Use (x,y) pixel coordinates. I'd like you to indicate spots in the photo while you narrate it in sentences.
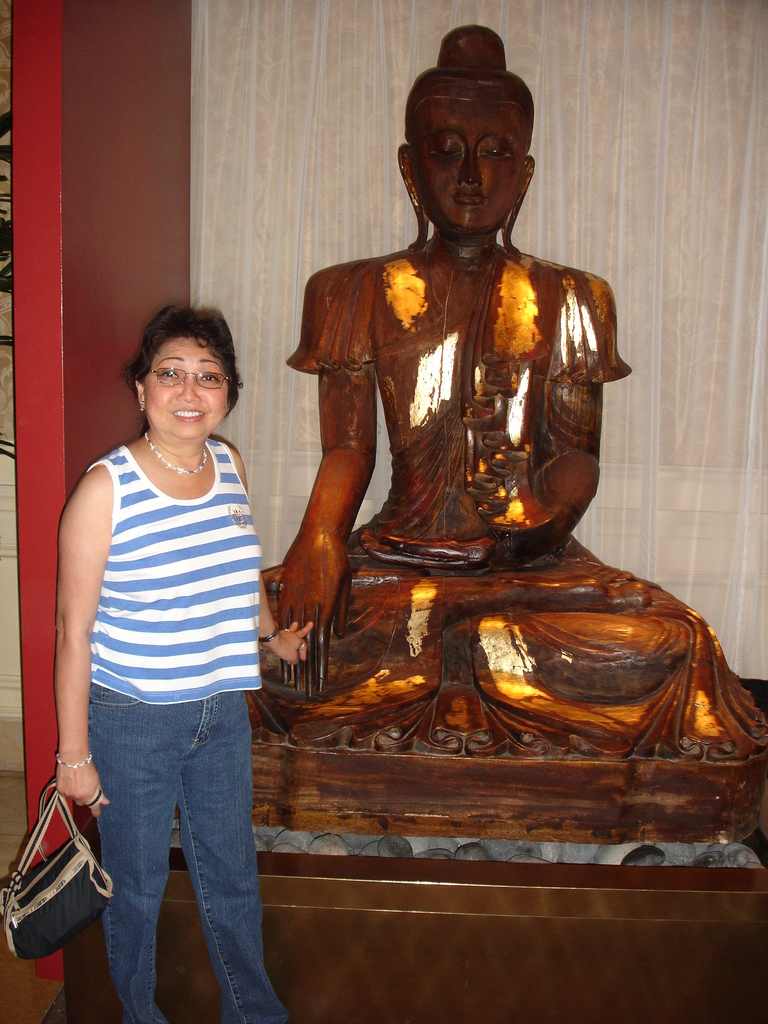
There is a woman (138,635) standing on the floor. She has spectacles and she is smiling. She is holding a bag (30,948) with her hand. This is a sculpture (481,435) and there is a cloth (669,421).
